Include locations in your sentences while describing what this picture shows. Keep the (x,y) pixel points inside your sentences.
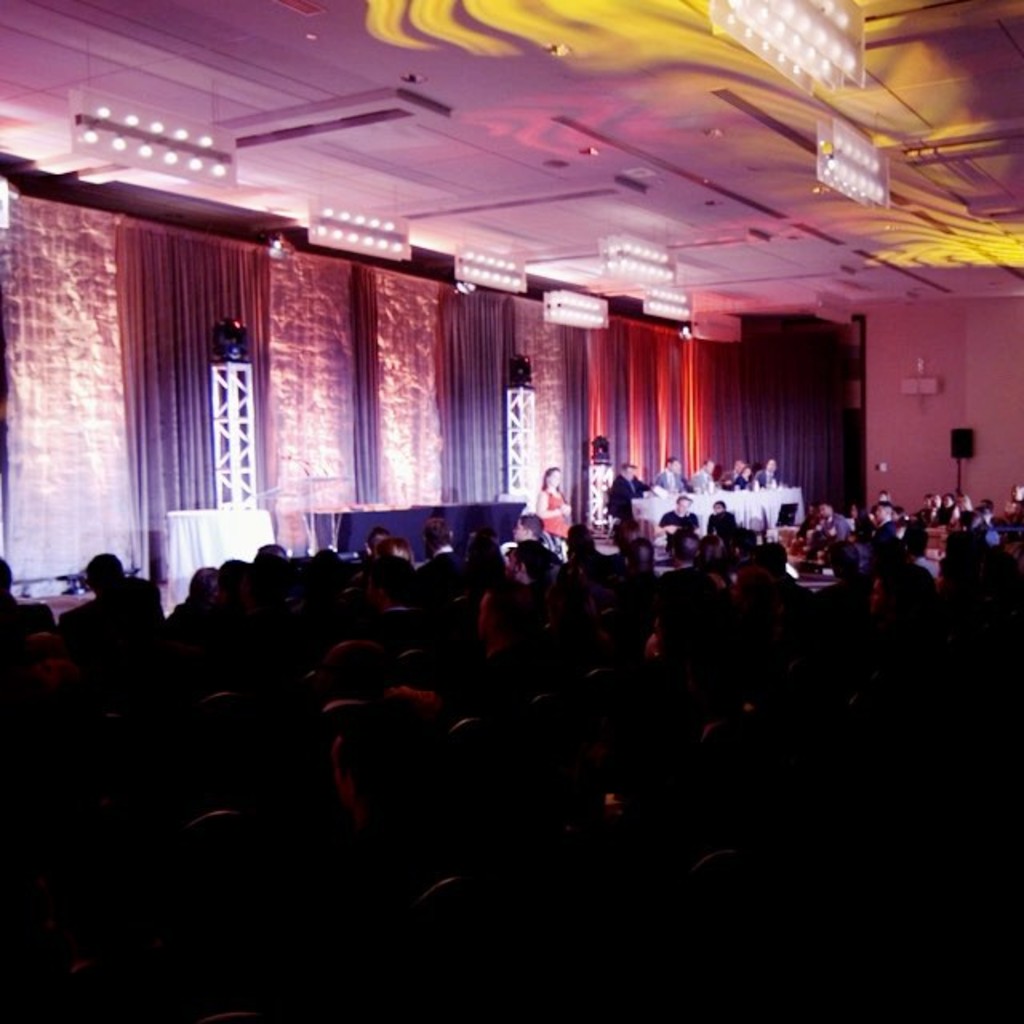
There are people (332,580) those who are sitting on the chairs (547,694) at the bottom side of the image (504,715) as audience (498,709) and there is a stage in the center of the image (672,472), there are people (733,475) those who are sitting on the stage (466,509), there are pillars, curtains (822,445) and spotlights (519,379) on the stage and there are lamps (797,58) on the roof (652,84).
